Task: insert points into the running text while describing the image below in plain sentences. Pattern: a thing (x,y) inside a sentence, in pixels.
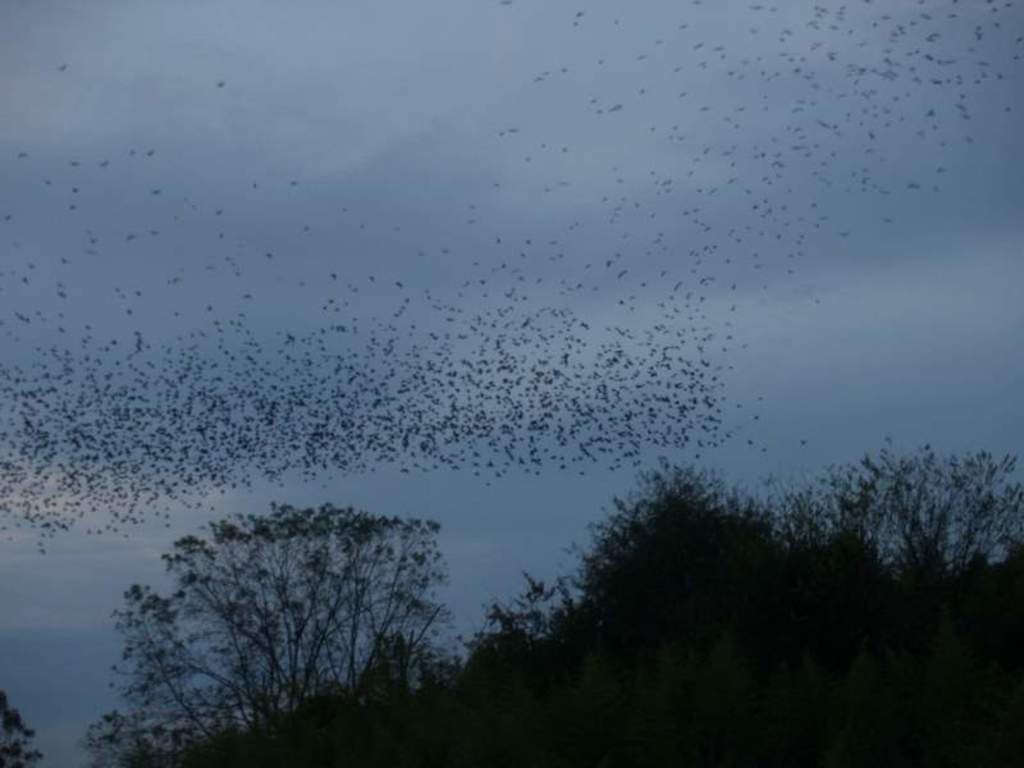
In this picture I can see trees (600,613) and may be a group of birds (699,235) flying and I can see a blue cloudy sky (435,305).
